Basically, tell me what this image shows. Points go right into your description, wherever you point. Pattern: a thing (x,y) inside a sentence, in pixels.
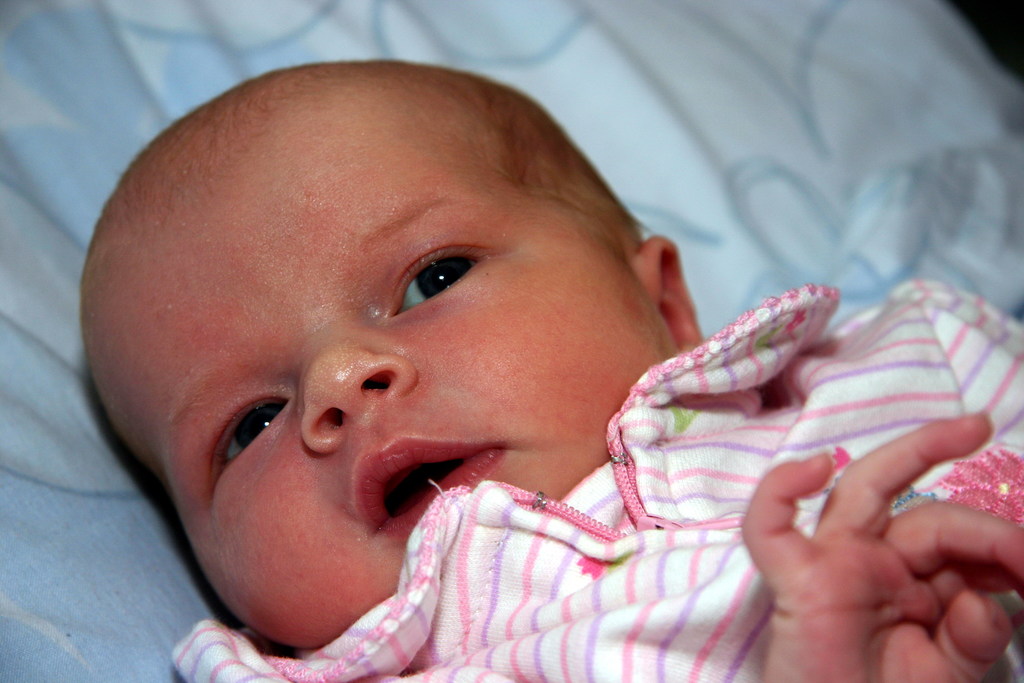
In this picture we can see a baby (471,451) and in the background (796,279) we can see a cloth (897,119).
